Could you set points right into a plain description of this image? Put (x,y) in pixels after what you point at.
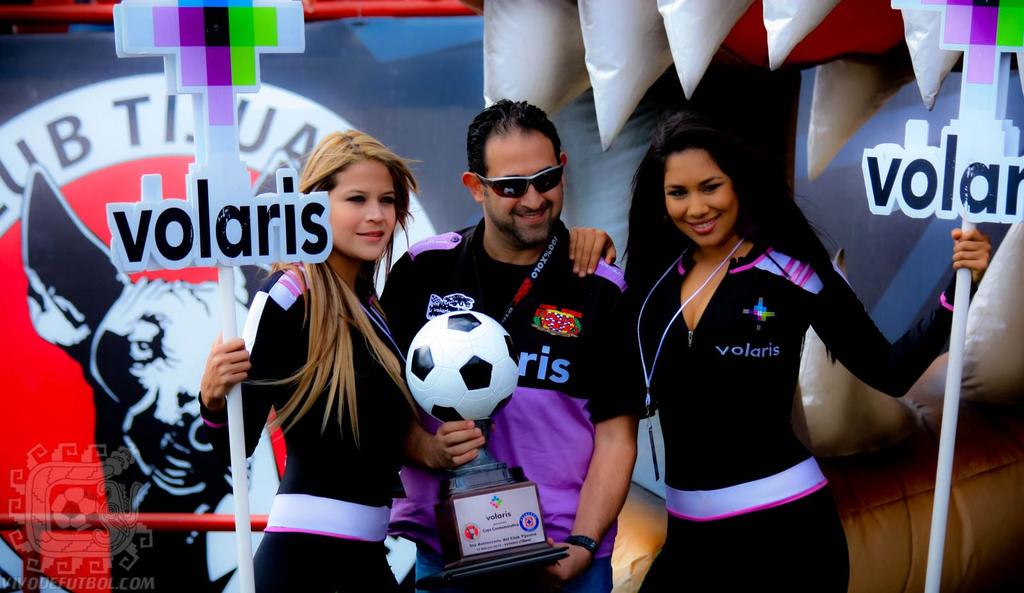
A woman (381,343) is standing beside a man (595,305) and also a woman (588,254) is standing in the right (707,141) and it's a foot ball cup (495,382).
